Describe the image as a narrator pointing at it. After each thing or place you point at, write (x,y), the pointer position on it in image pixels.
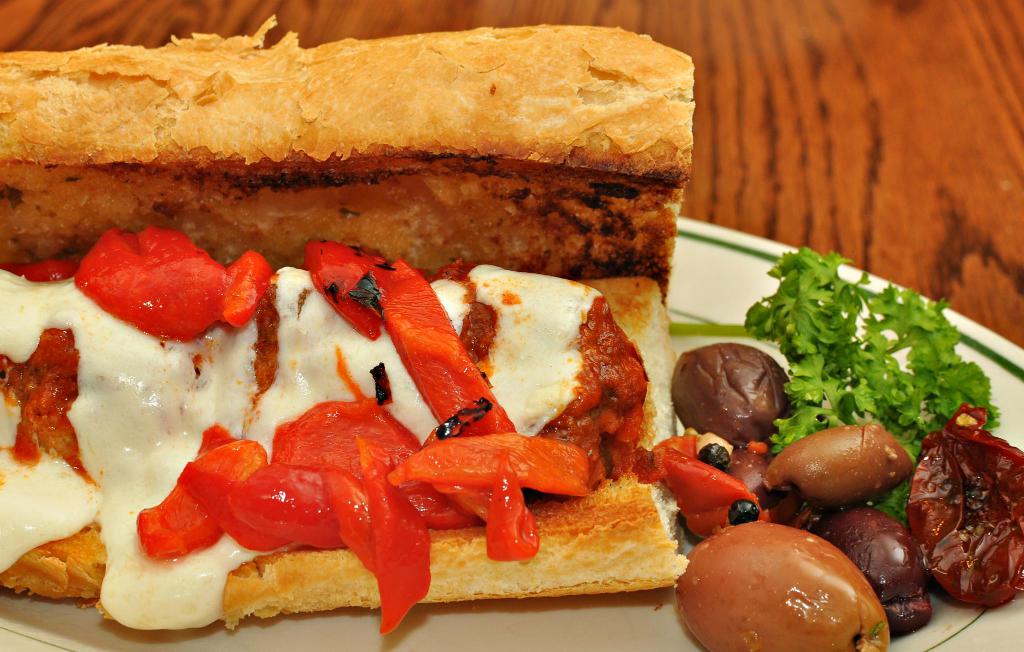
In this picture we can see food items (542,433) and leaves (867,341) on a plate (732,283) and this plate (849,269) is placed on a wooden platform (875,119).
